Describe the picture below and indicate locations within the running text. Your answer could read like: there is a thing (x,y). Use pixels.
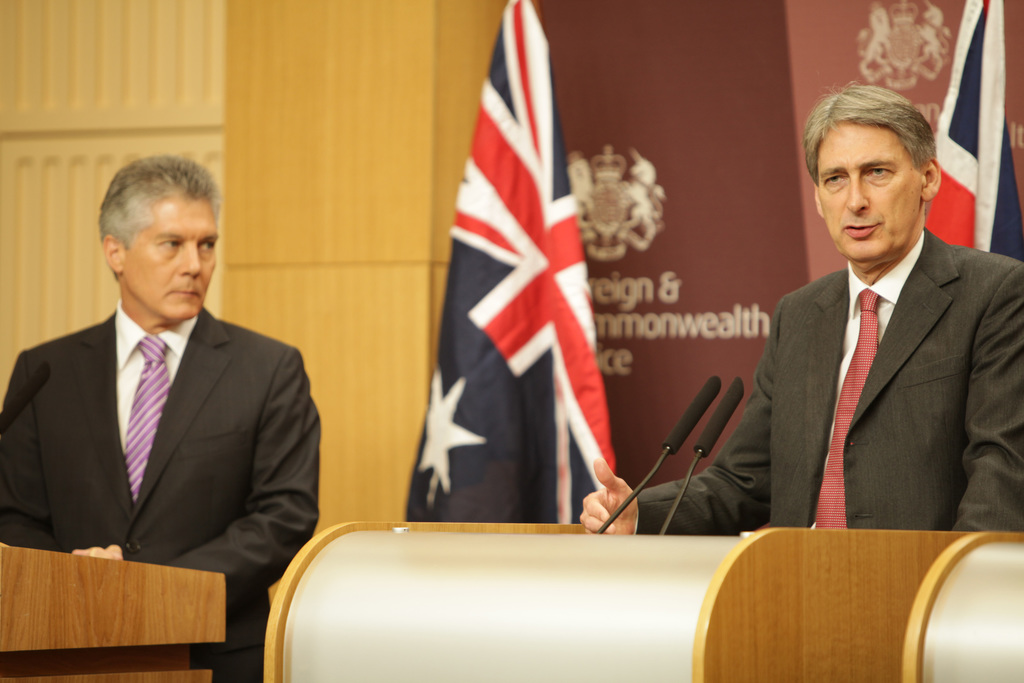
This image is taken indoors. At the bottom of the image (497,593) there is a podium (477,584) with two mics (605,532) on it. On the left side of the image (158,413) there is another podium (101,593) and a man (128,433) is standing on the floor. On the right side of the image (825,389) there is a man (821,472). In the background (679,102) there is a wall (232,159) and there is a board (651,281) with a text (651,281) on it. There are two flags (982,98).
